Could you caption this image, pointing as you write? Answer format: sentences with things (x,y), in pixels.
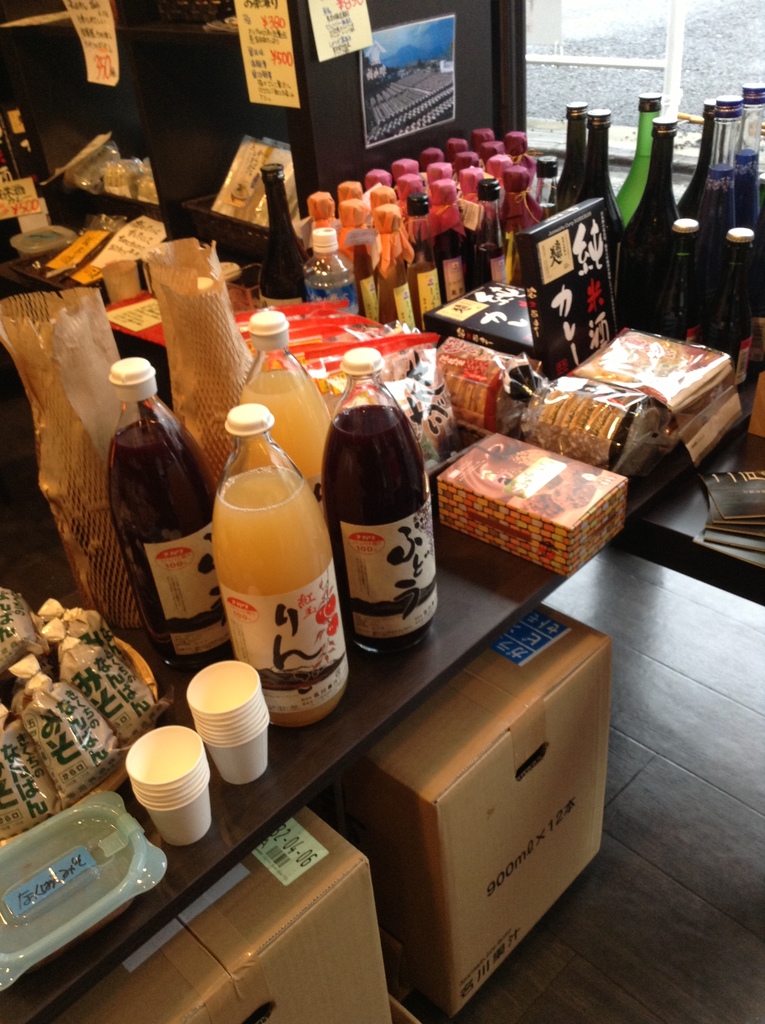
In this image I see a number of bottles (402,498), few boxes (552,555), cups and covers (87,616) and I can also see there are 2 boxes (547,617) over here.
